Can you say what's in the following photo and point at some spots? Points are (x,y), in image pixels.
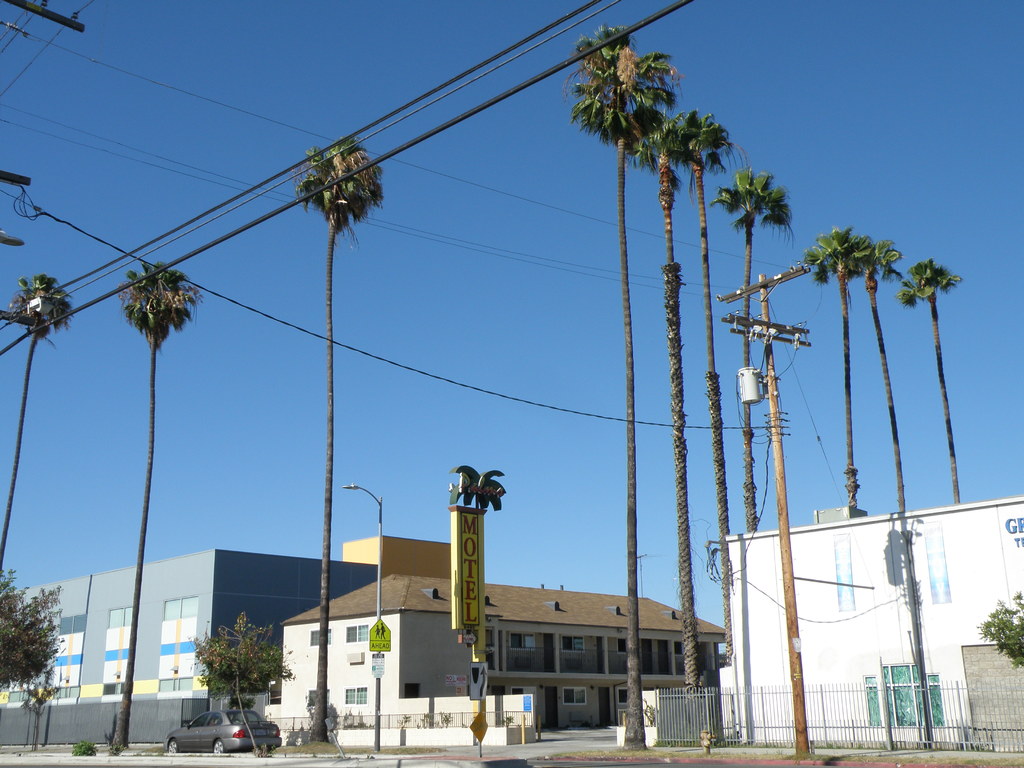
In this picture we can see a vehicle (211,723). There are a few trees (322,717) and boards (385,642) on the pole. We can see a street light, some plants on the path (838,750) and a fence (690,730) is visible on the right side (727,739). There are a few buildings (428,549) visible in the background (183,570). We can see some wires (413,142) on top (401,147). There is a pole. Sky (81,253) is blue in color.
